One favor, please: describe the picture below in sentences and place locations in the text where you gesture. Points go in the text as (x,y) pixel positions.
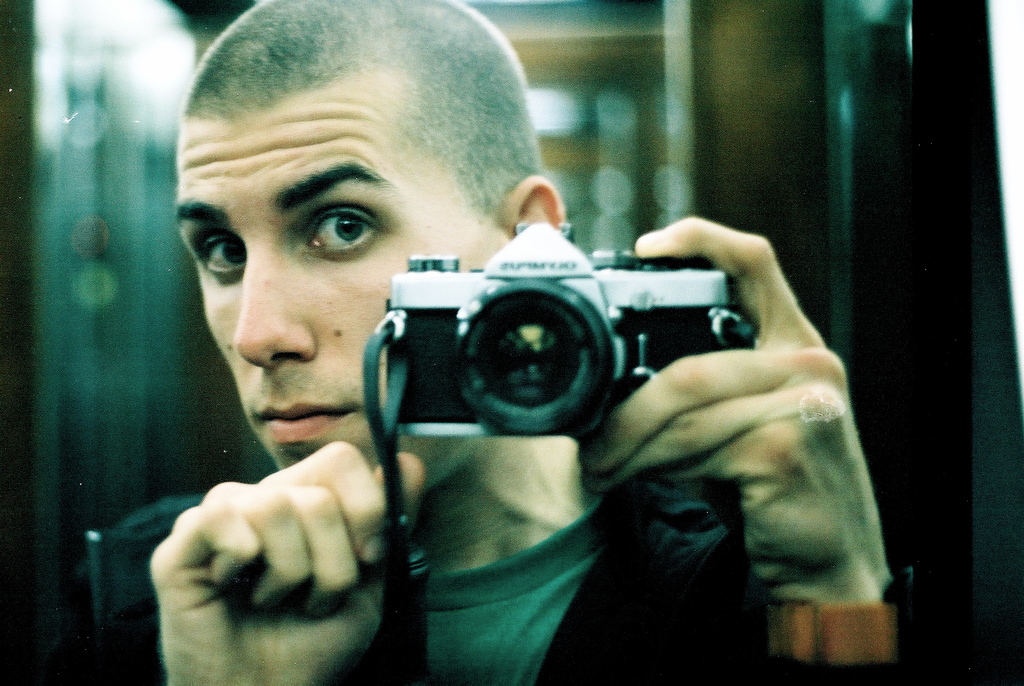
This image is taken indoors. In this image the background (66,449) is a little blurred. In the middle of the image (363,362) there is a man (337,212) and he is holding a camera (461,397) in his hand (771,520).
